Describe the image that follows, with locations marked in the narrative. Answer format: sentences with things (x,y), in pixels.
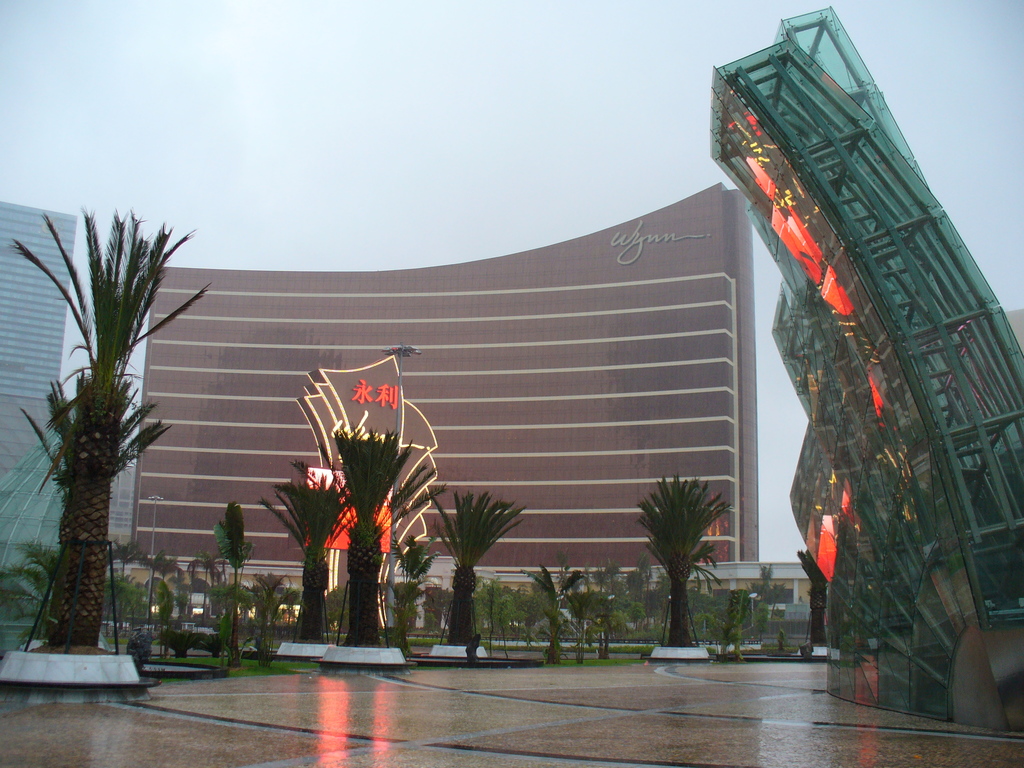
In this image, I can see the buildings (694,344). These are the trees (358,549). At the bottom of the image (384,719), I can see the floor (610,692). I think these are the benches (396,650), which are under the trees (457,617). It looks like a name board (387,408) with the lighting's (363,398), which is behind the trees (381,494). At the top of the image (338,79), I can see the sky (657,20).
